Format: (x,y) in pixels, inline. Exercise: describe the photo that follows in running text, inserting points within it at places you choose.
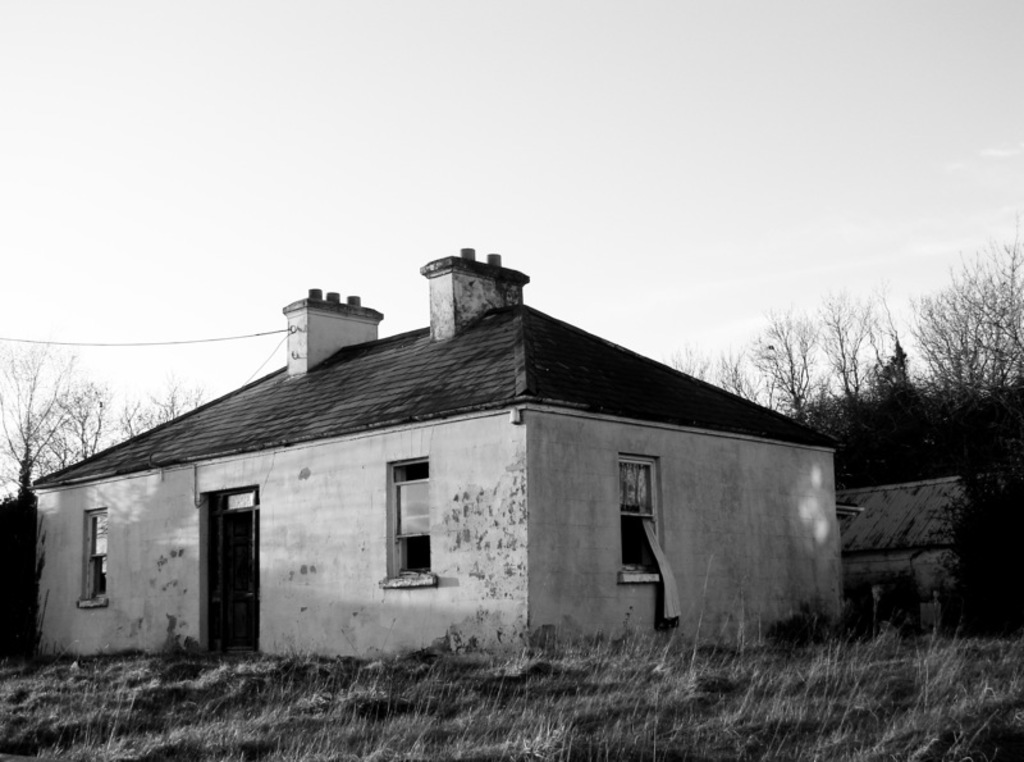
In this image we can see sheds (790,497) and trees (973,573). At the bottom (401,712) there is grass (481,689). In the background (398,197) there is sky (391,117). We can see a wire (38,342).
